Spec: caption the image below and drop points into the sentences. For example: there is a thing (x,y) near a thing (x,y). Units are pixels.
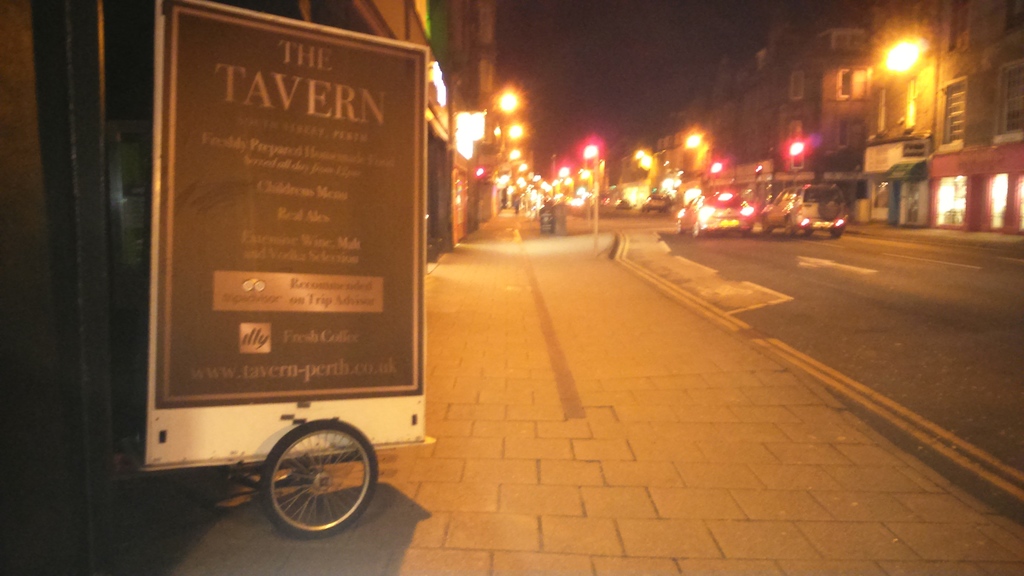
This picture is captured during the night time. In this picture we can see buildings (894,131), lights (802,148), poles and few objects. We can see vehicles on the road (682,255). On the left side of the picture (186,103) we can see a board (371,99) with some information. We can see a wheel (288,487).
